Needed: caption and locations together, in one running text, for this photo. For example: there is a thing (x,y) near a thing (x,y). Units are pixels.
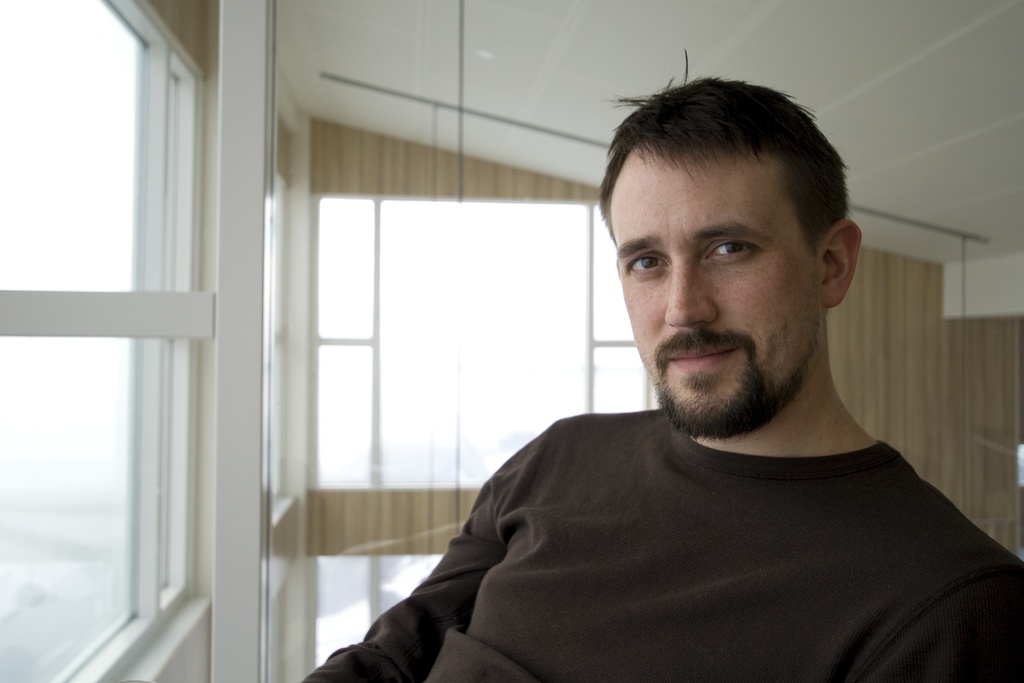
In this image we can see a man (907,590) and he is wearing a T-shirt (674,500). Here we can see the glass windows (327,240).
